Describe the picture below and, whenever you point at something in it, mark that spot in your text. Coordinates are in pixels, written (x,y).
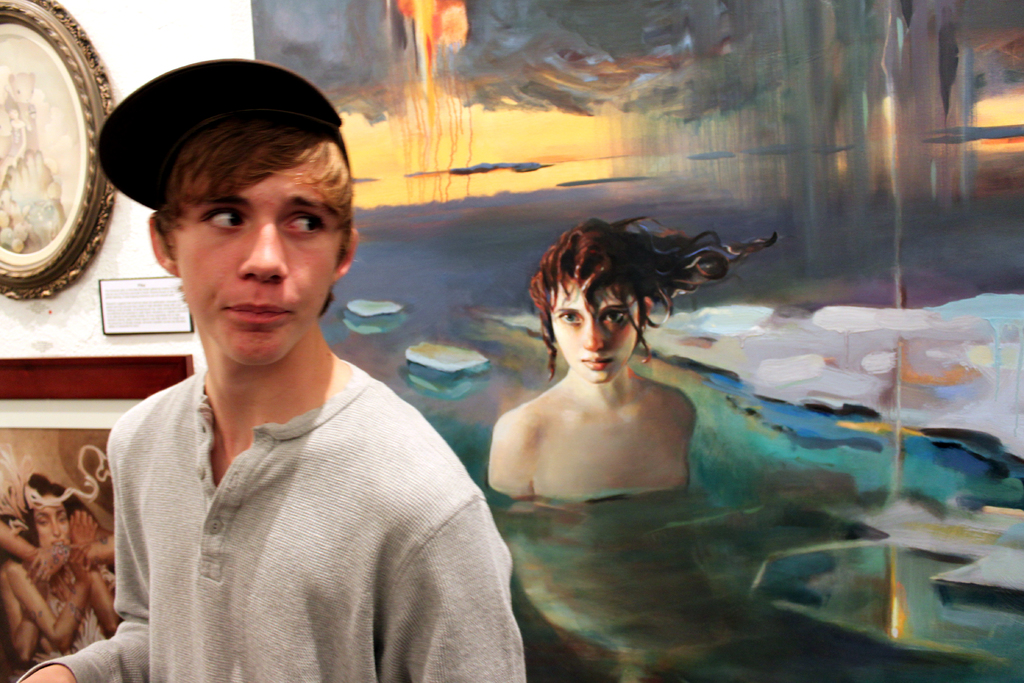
Here in this picture in the front (303,345) we can see a person (295,346) present over the place and he is wearing a cap (169,173) and behind him on the wall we can see paintings (395,300) present.
